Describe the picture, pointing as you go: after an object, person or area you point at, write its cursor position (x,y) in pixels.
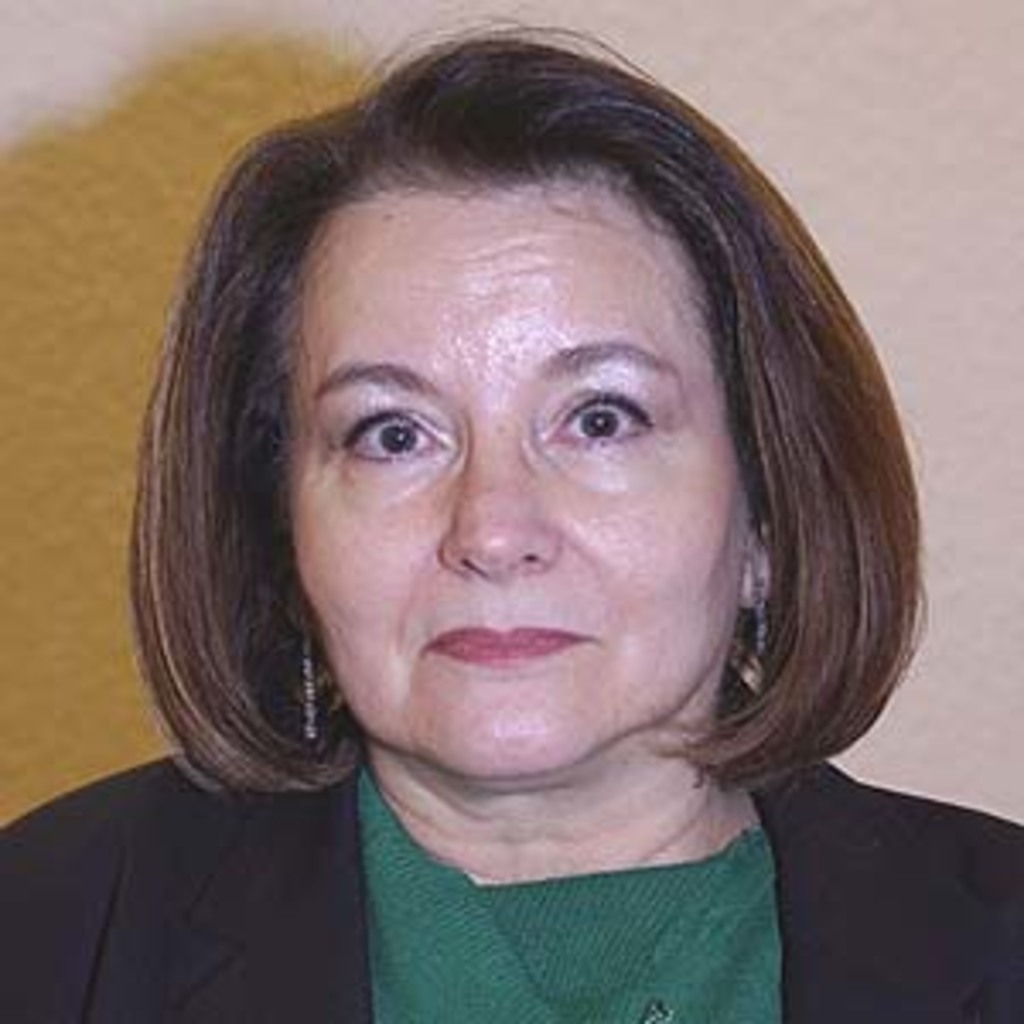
In this image we can see a woman (440,697). In the background (175,119) there is wall (32,655).
